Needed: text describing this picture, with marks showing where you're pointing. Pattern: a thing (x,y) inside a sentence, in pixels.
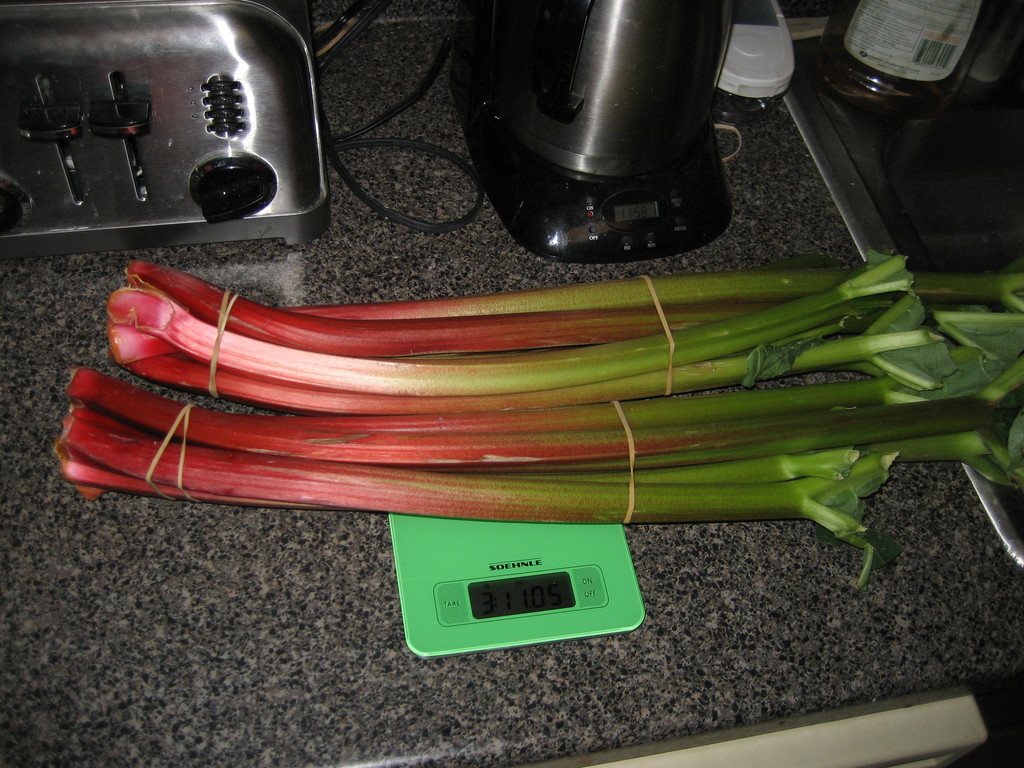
In the image we can see weighing machine (569,552), on it we can see the food item (483,381). Here we can see the electronic device (472,97), bottle (902,38), cable wire (390,212) and marble surface (158,624).
